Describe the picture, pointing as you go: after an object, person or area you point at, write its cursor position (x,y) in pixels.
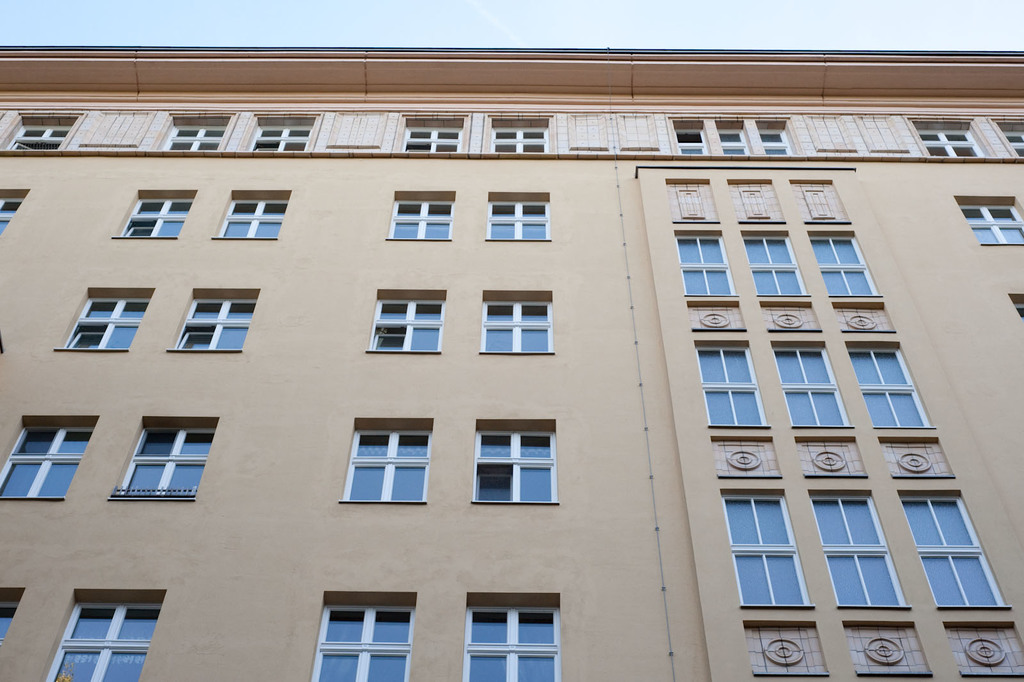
In this picture, we see a building (557,495) in beige and light pink color. It has many glass windows (397,671). At the top (519,26), we see the sky (740,26).
